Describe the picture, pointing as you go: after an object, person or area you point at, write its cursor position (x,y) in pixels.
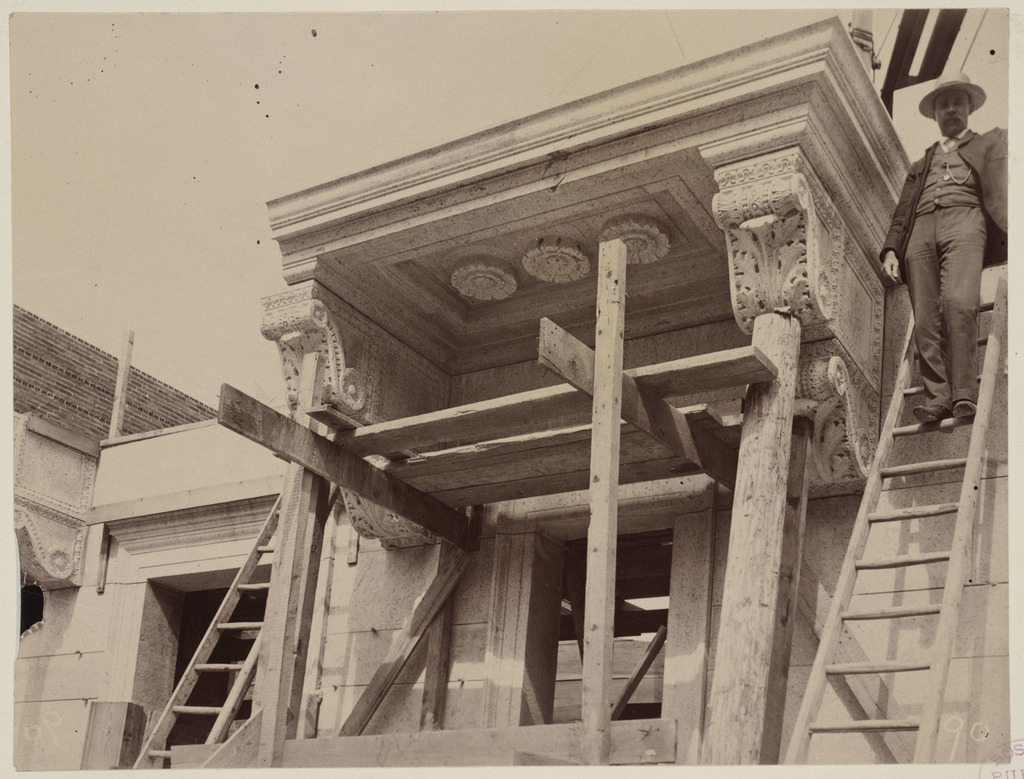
This is a black and white picture, there is a man (938,245) standing on a ladder (898,431) of a building (703,268).
